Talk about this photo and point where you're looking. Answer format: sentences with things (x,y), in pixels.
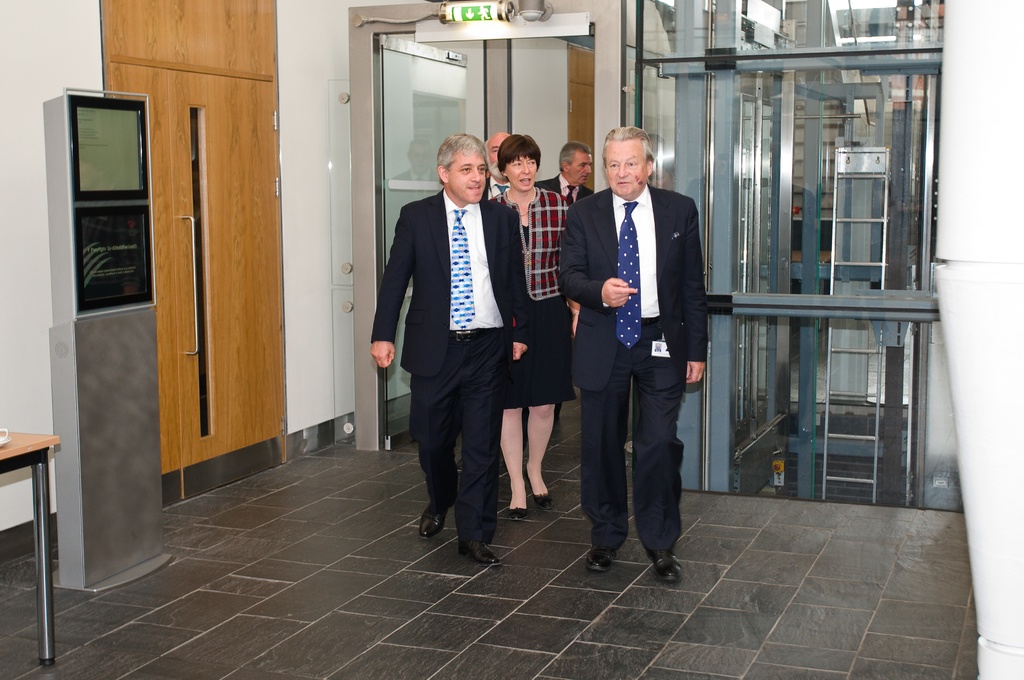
In the image there are a group of people (504,197) entering into a room (516,581), there is some machine (67,302) on the left side (86,493), beside the machine (125,494) there is a door (192,222) and in the background (343,326) there is a wall (311,312). There are glass windows (727,228) behind the people (598,260) on the right side (809,329).
